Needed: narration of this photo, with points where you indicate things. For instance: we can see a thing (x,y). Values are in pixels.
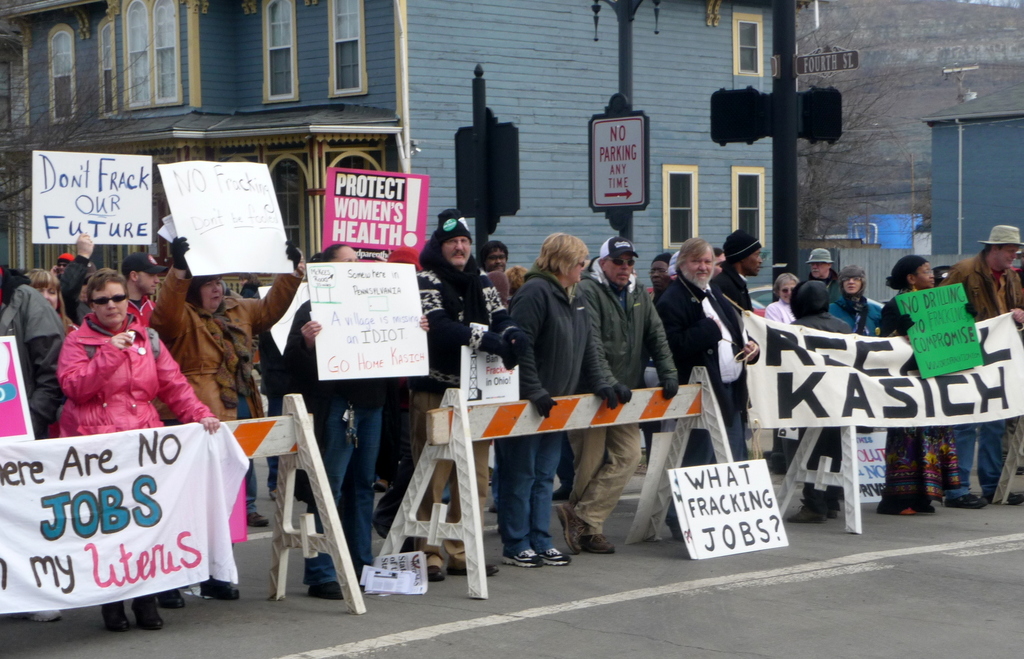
In this image we can see a group of people (626,376) standing on the road (439,642) beside some wooden stands (432,537). In that some are holding the banners (200,461) and boards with some text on it. On the backside (328,143) we can see a building (340,155) with windows (301,219), some poles (777,264), a signboard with some text (623,177) on it and some trees (806,204).
